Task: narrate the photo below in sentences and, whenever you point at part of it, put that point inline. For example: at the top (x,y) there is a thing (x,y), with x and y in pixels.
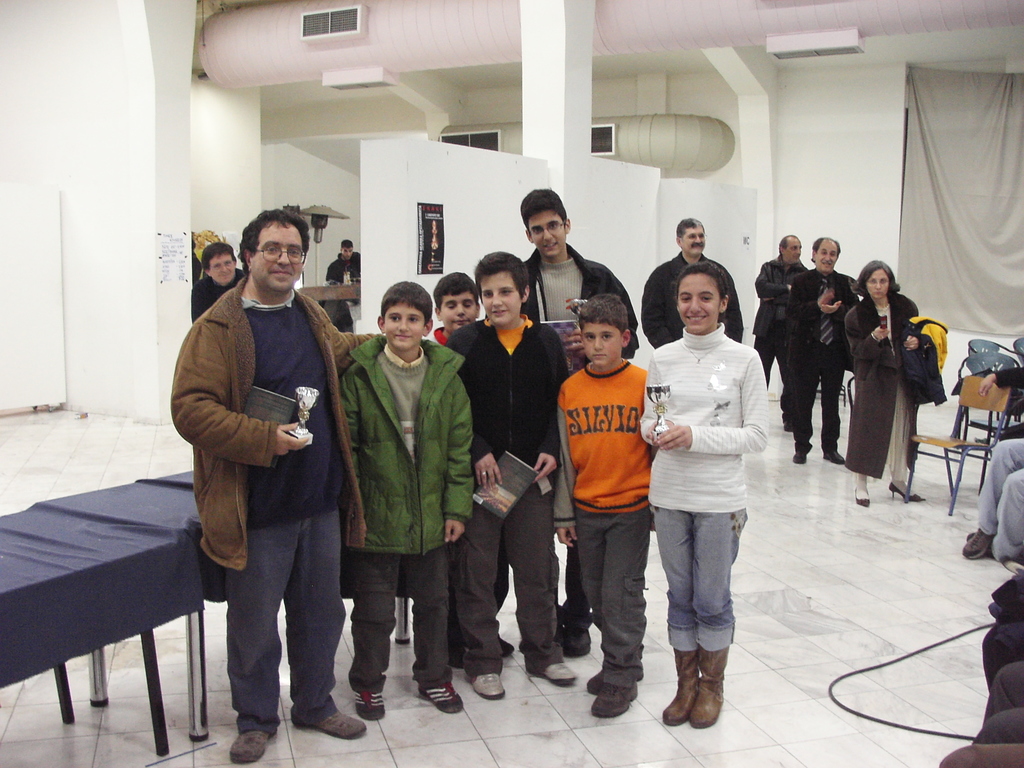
In this image we can see men (811,291), women (648,411) and children (584,443) are standing on the white color floor (475,743). We can see chairs (971,393) on the right side of the image (995,355) and in the background (719,202), we can see one curtain (1002,91) and white color wall (36,169). There are tables (159,625) on the left side of the image (100,548).
